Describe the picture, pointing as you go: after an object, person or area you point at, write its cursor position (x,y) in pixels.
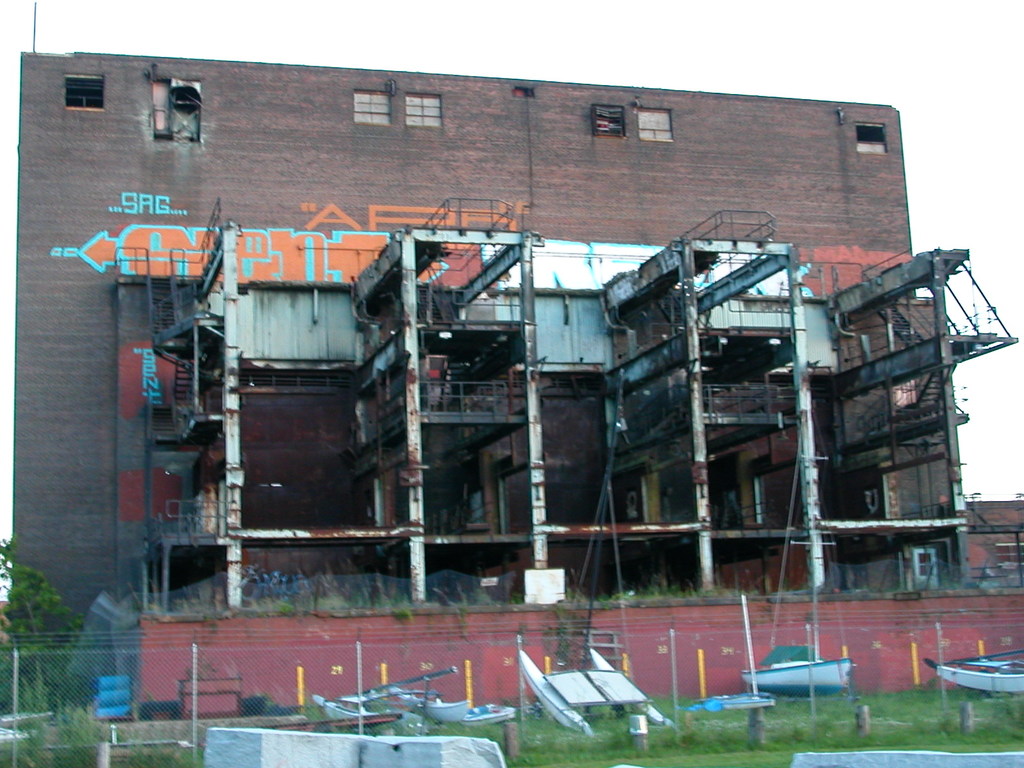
In the image, there is a building (439,215) and in front of the building (775,128) there are some steel frames (786,264) and in front of that there are few damaged boats (382,691). Around the boats (753,689) there is a green grass (8,746).
